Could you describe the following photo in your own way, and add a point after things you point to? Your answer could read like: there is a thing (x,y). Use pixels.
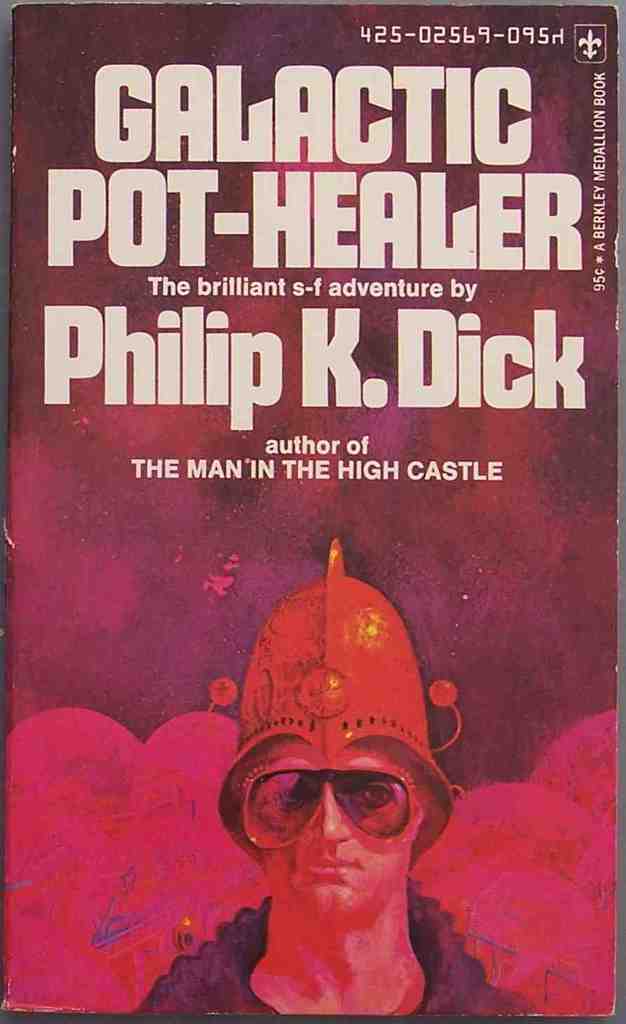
In this picture we can see a poster (31,578), here we can see a person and some text (443,472) on it.
